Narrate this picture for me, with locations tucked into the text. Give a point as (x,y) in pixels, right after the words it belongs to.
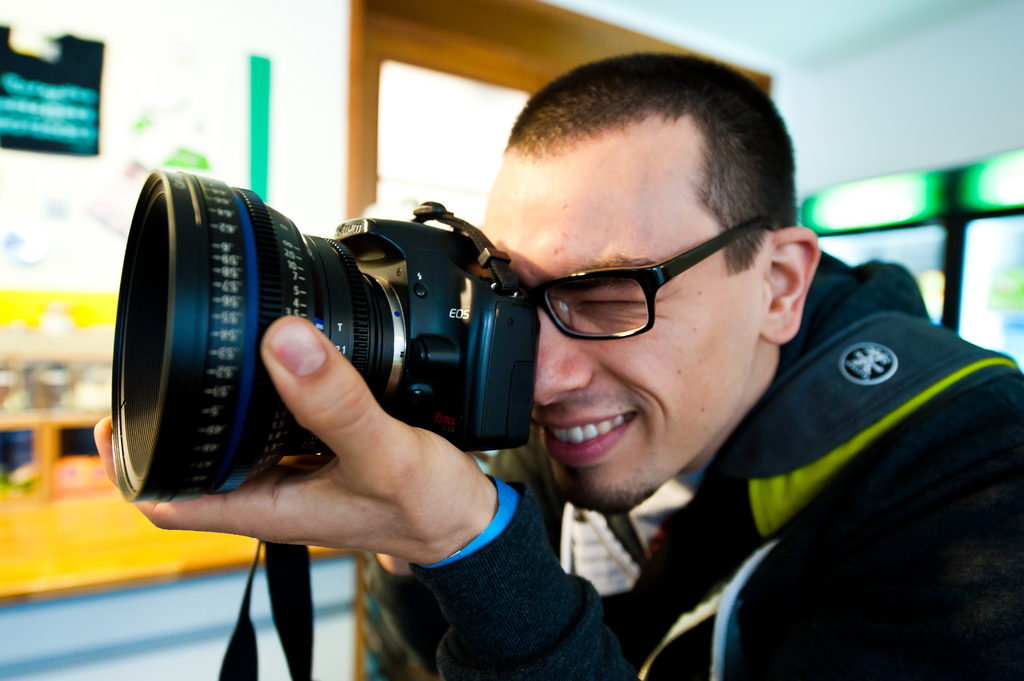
In this image there is a person (790,374) wearing black color jacket (787,435) holding a camera (328,316) in his hand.
